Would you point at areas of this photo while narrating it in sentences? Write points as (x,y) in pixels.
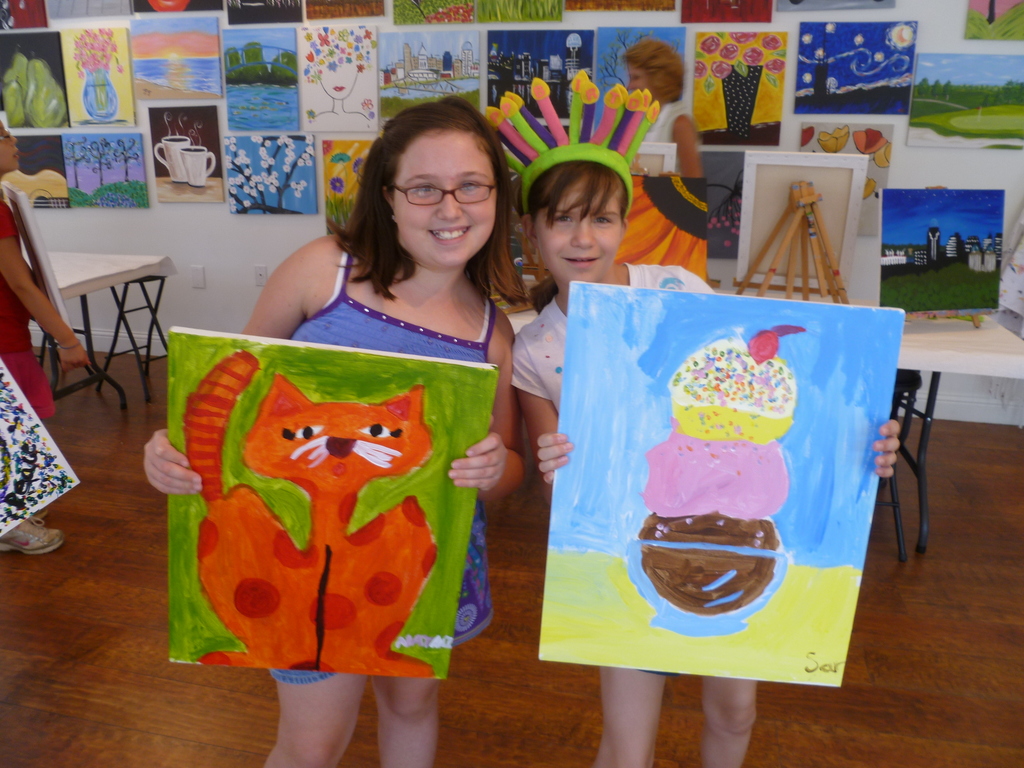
In the picture there are two kids (525,347) holding paintings (430,492), Of which one is cat (334,508) and other is ice cream (777,430). On the background wall (317,21) there are many paintings (580,62) on it.
